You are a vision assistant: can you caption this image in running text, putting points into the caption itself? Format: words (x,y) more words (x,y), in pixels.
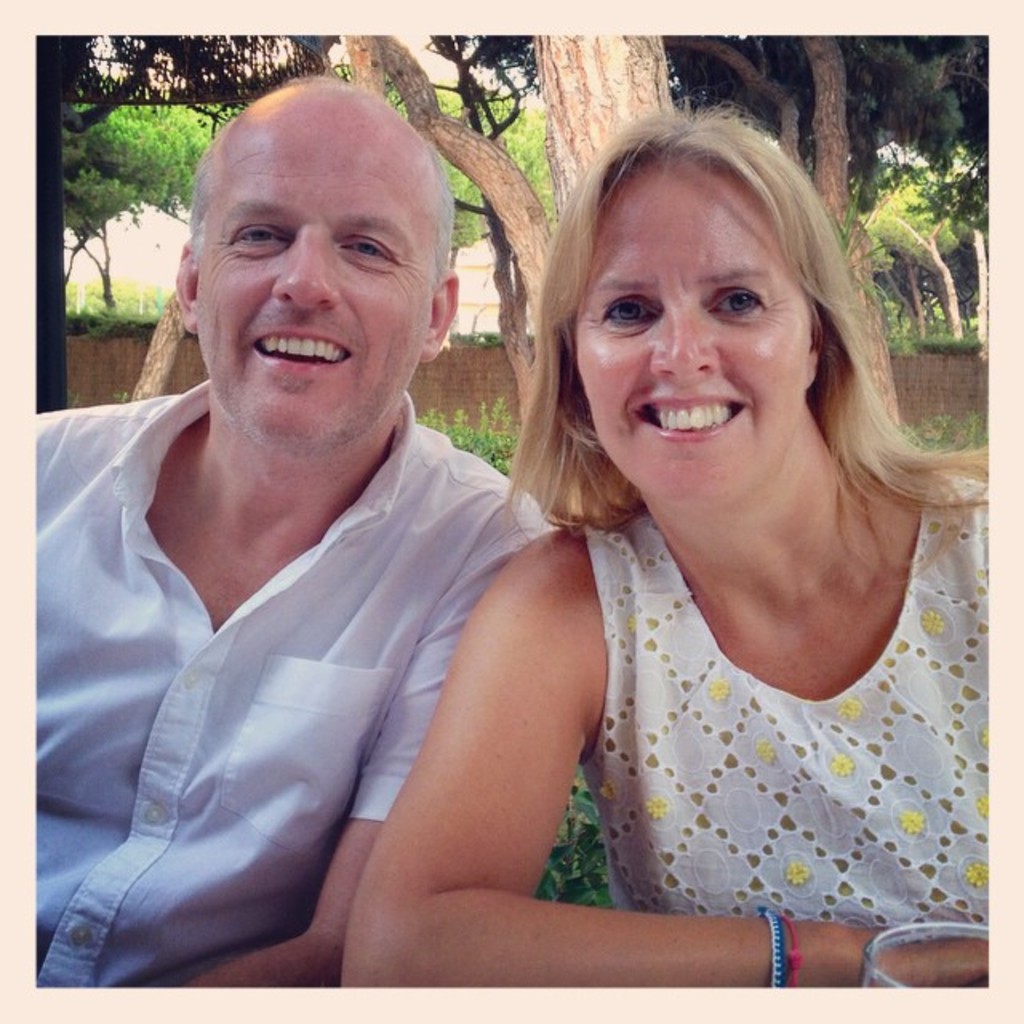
In this image I can see two people (391,697) wearing the white and yellow color dresses (300,756). To the back of these people (241,326) I can see many trees (169,108) and the wall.
